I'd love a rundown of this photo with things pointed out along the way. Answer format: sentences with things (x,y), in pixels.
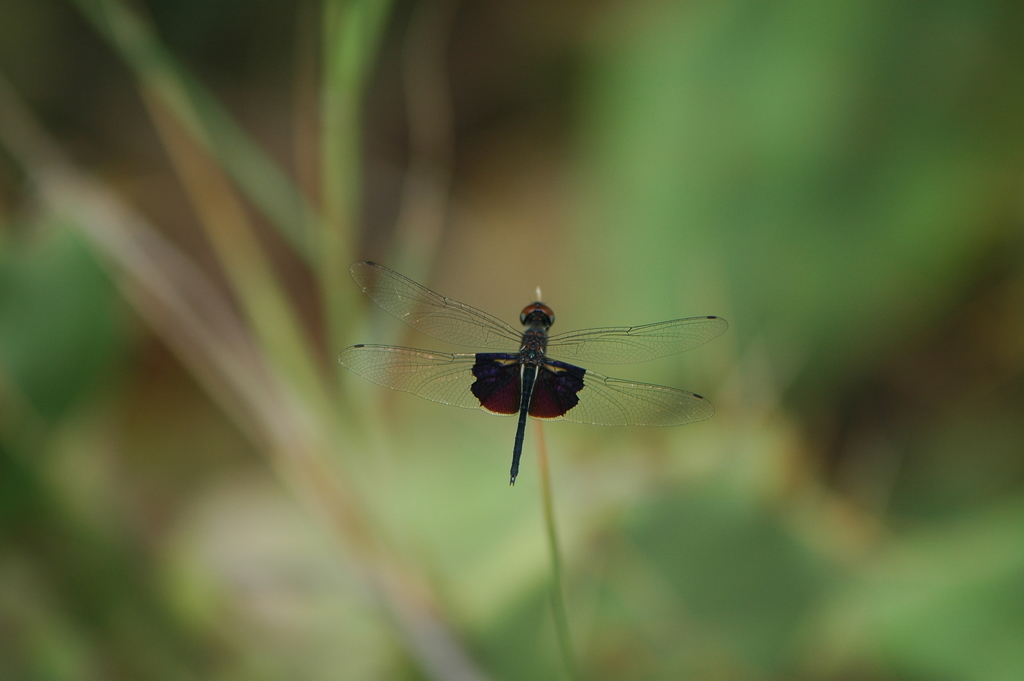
In this picture we can see a dragonfly (531,407) on the stem (543,453) and behind the dragonfly (515,368) there is a blurred background (31,344).
